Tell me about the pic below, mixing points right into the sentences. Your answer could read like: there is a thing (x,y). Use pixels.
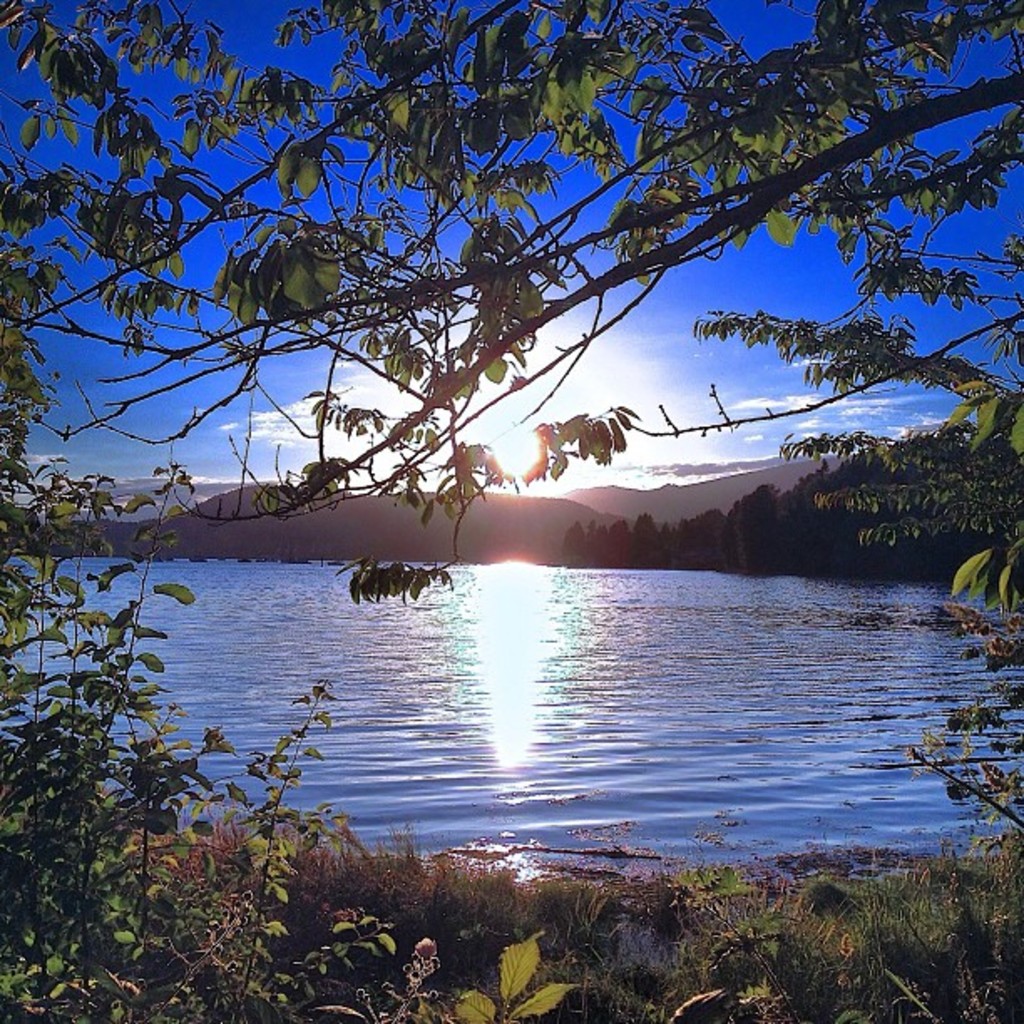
In this image we can see trees (495,375), there is the water (326,622), there are mountains (647,505), there is sun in the sky (651,314).
